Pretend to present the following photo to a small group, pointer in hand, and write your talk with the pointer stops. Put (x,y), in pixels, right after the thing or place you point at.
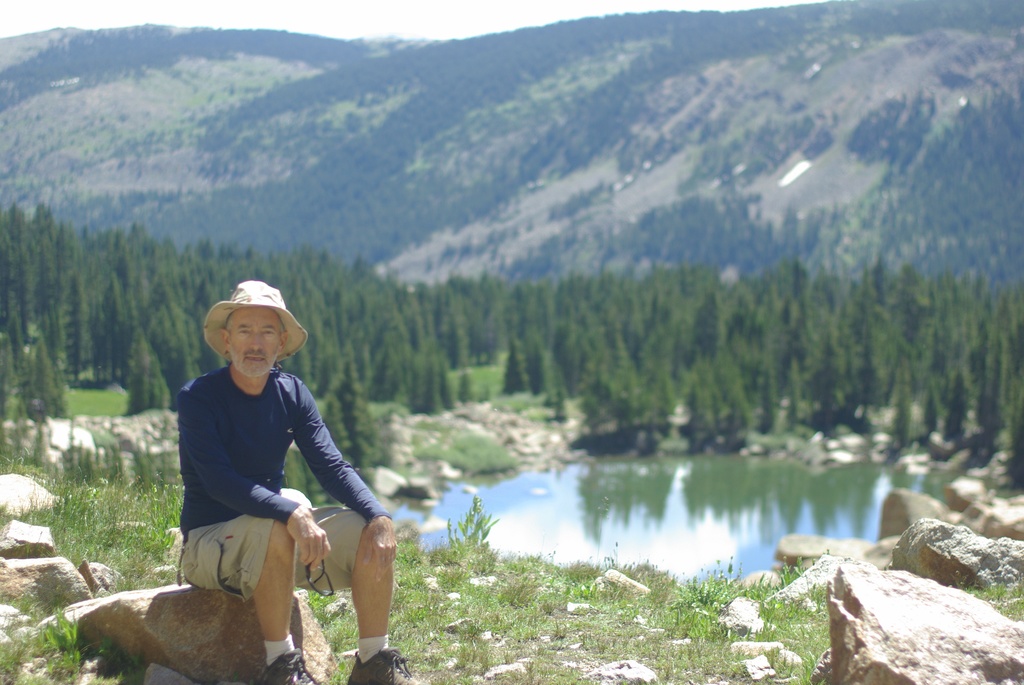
In this image we can see a man (275,565) sitting on the rock (207,615) on the ground (455,639). In the background (428,24) we can see sky (444,24), hills (469,162), trees (154,404), ground (472,639), stones (740,609) on the grass (675,602) and a pond (636,510).
